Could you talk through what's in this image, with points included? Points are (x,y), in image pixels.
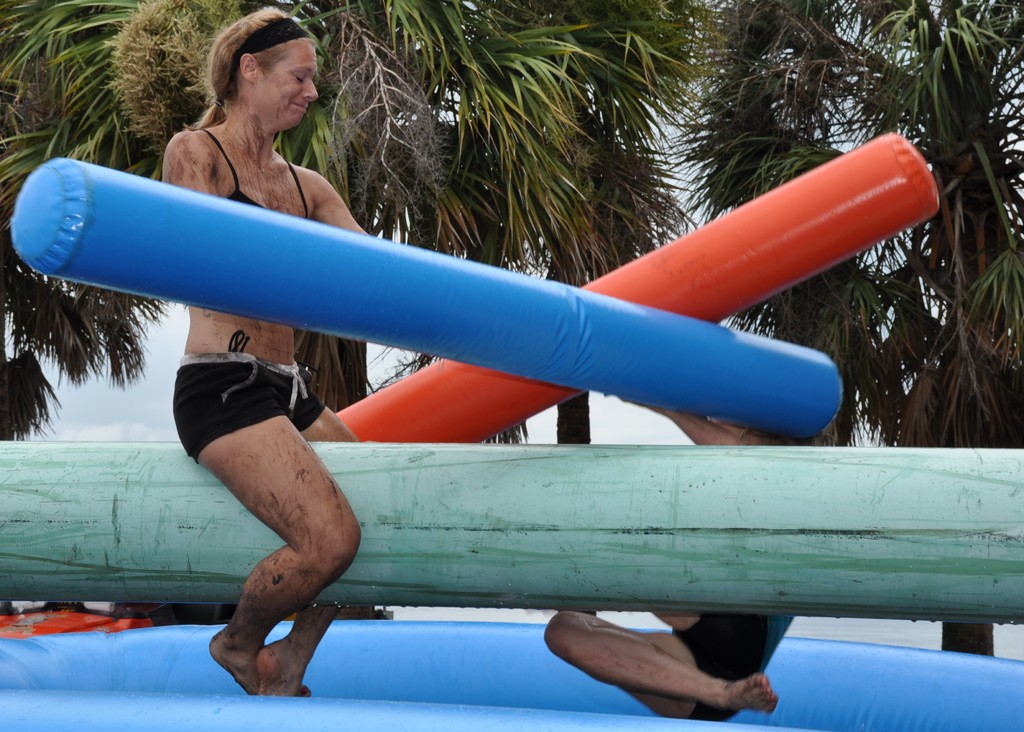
In this image we can see two people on an inflatable (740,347). In that a woman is sitting on a pole (502,569). We can also see some poles (737,359), a group of trees (53,320) and the sky (932,293) which looks cloudy.
